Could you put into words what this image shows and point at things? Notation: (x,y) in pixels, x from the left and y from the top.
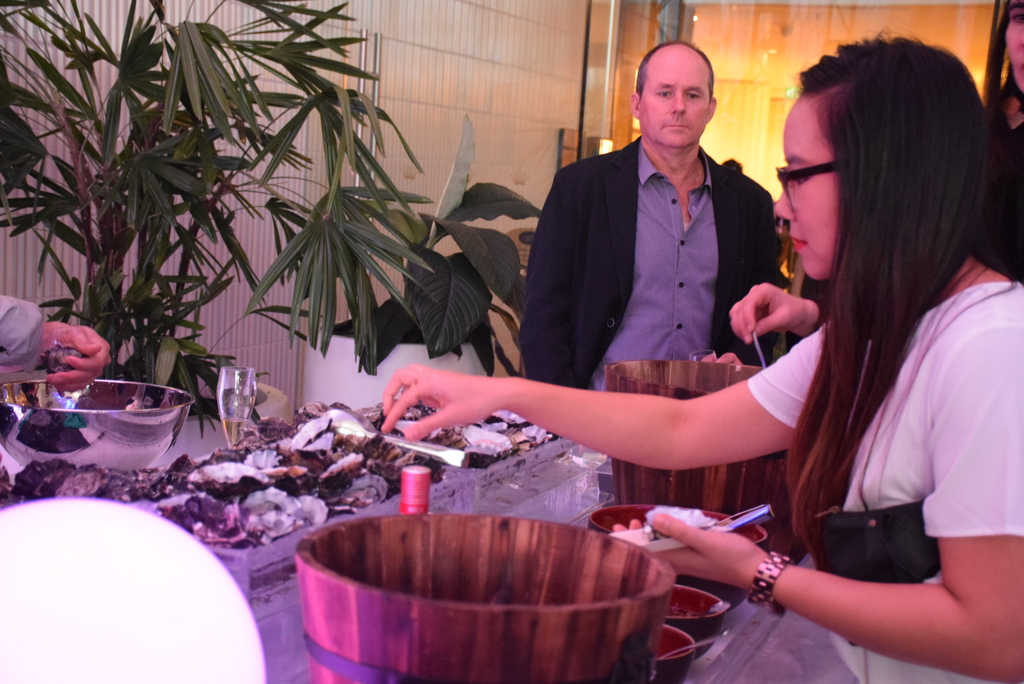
In this image I can see a woman (927,456) wearing white colored dress (945,418) is holding few object (669,539) in her hand (722,541). I can see few wooden containers (538,614) and few food items (246,483) in front of her. I can see a glass (245,378), a metal container (137,402), a human hand (52,340), few trees (144,181) which are green in color. In the background (602,235) I can see a person (623,280) wearing black colored blazer (607,272), the white colored wall (513,76) and few other objects (737,133).
